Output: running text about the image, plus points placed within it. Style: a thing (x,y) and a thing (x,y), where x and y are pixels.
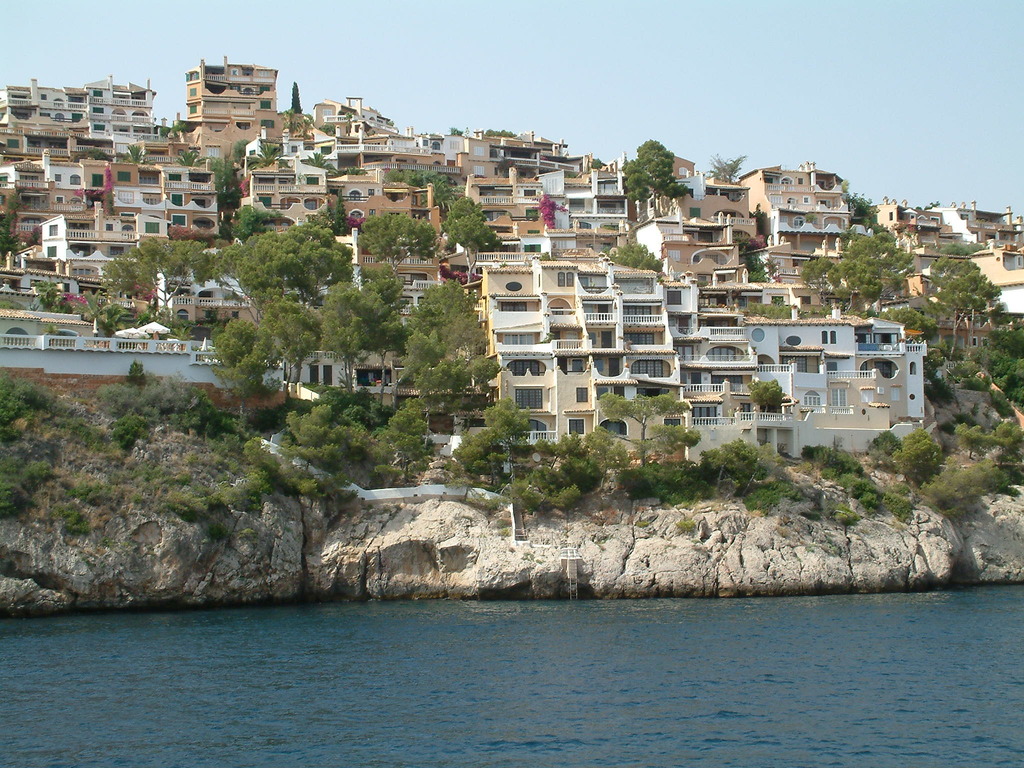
At the bottom of this image (439,707) I can see the water (487,707). In the middle of the image (544,321) there are many buildings (685,357), trees (357,311) and rocks (413,515). At the top of the image (669,83) I can see the sky (549,103).
